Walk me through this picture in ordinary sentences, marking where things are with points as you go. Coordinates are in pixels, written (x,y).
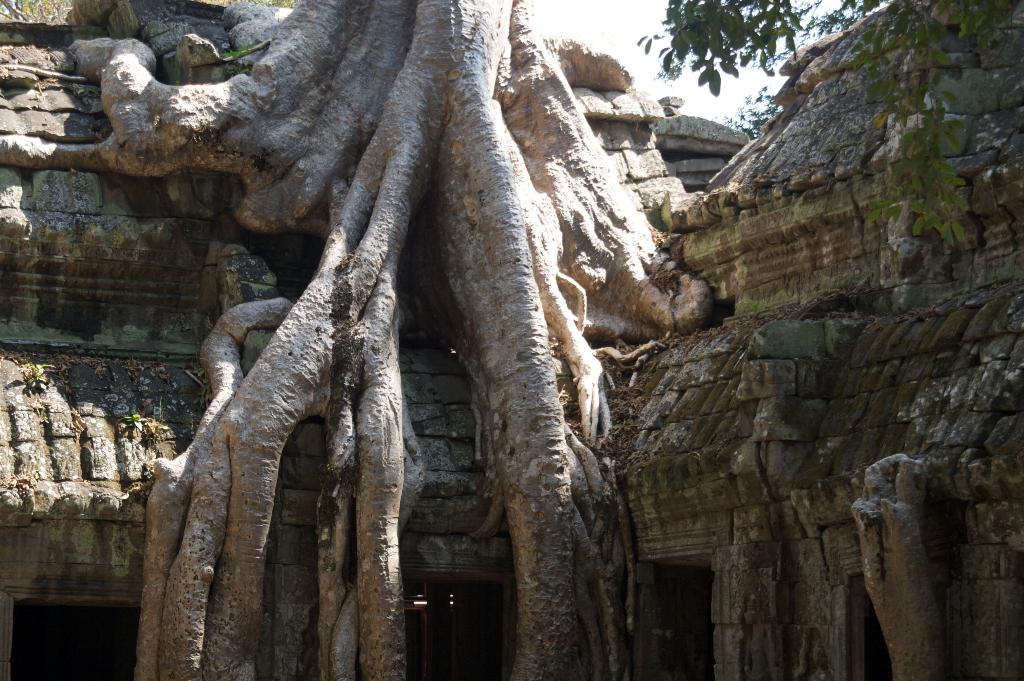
In the picture we can see a tree branch (564,101) with roots (522,119) on the rock wall (628,149) and beside also we can see a rock wall (728,284) with some mold (841,200) and some plant (735,47) on it and in the background (656,81) we can see a part of the sky (650,64).
